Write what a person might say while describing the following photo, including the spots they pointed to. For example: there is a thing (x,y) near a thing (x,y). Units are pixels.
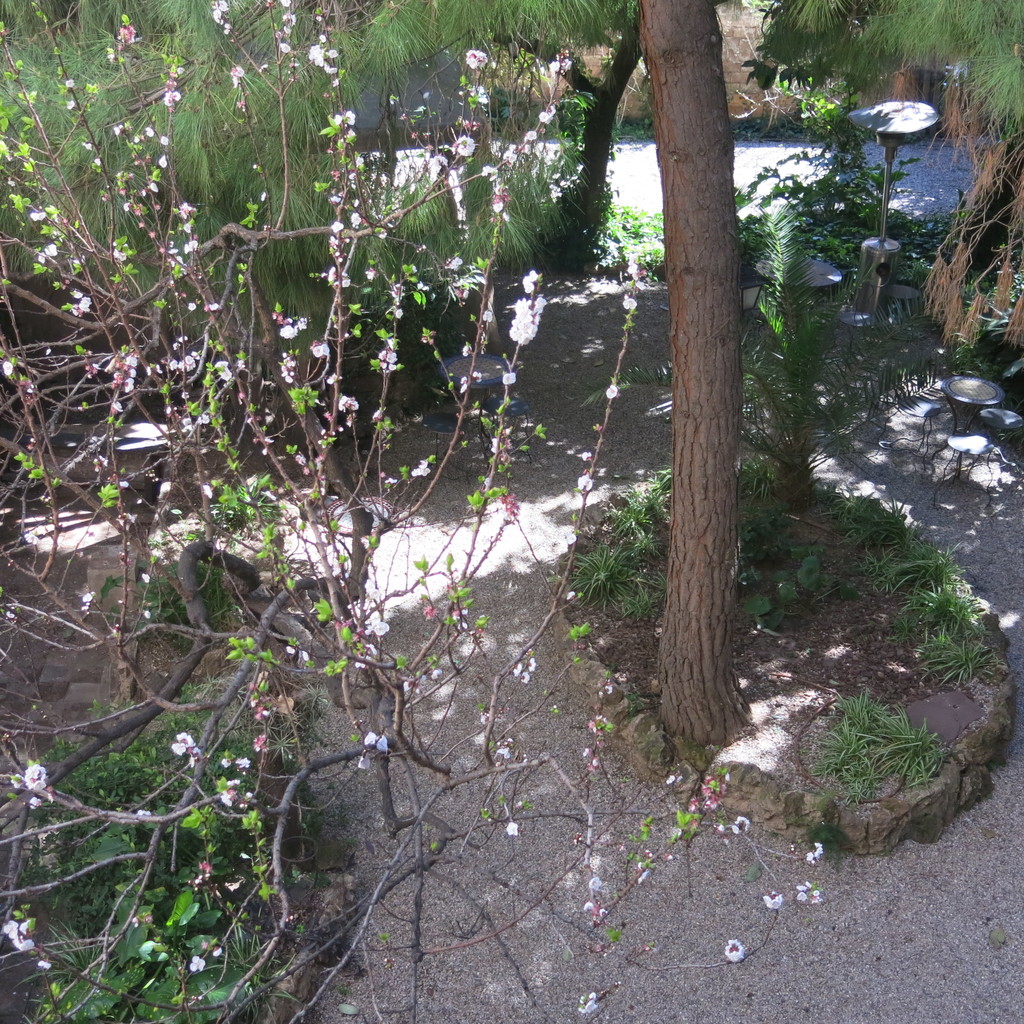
Here in this picture we can see grass (654,603), plants (852,150) and trees (717,167) present on the ground (887,436) and we can see flowers (184,432) present on the plant (106,814) in the front (224,750).
